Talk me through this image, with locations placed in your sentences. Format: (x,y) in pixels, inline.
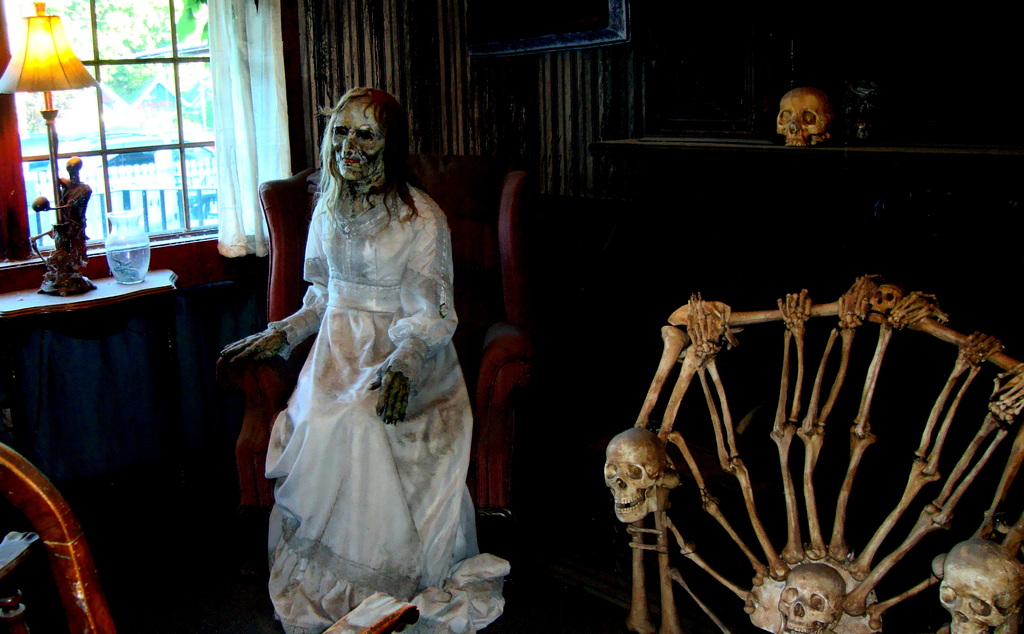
In this picture i can see a doll (407,308) has a white color cloth (372,350) on it. The doll (339,387) has a mask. The doll (337,325) is on a chair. On the right side (978,466) i can see skull (792,100) and bones (850,435). On the left side (142,105) i can see window (139,130), curtains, light lamp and glass jar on a table (19,303).
